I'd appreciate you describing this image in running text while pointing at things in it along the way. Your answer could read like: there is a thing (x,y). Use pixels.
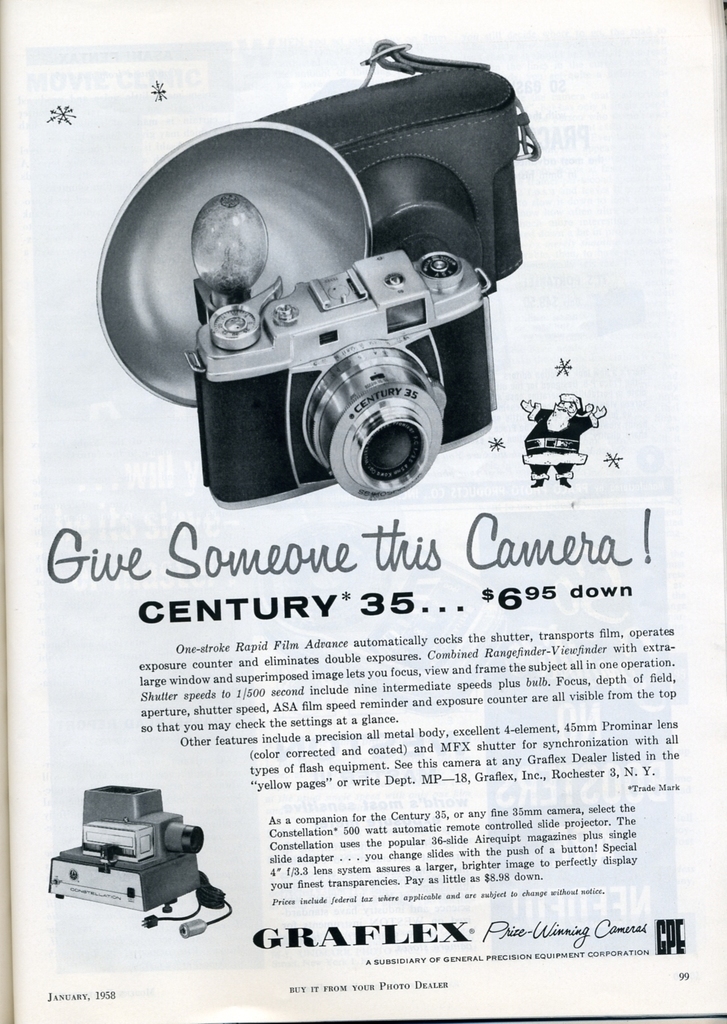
In this image there is a poster (490,671). Top of the image (418,271) there is a camera (447,298). Behind there is a bag (476,159). There is a drawing (549,425) of a person (540,451). Left bottom there is a machine (148,821). Middle of the image (290,676) there is some text (332,732).
